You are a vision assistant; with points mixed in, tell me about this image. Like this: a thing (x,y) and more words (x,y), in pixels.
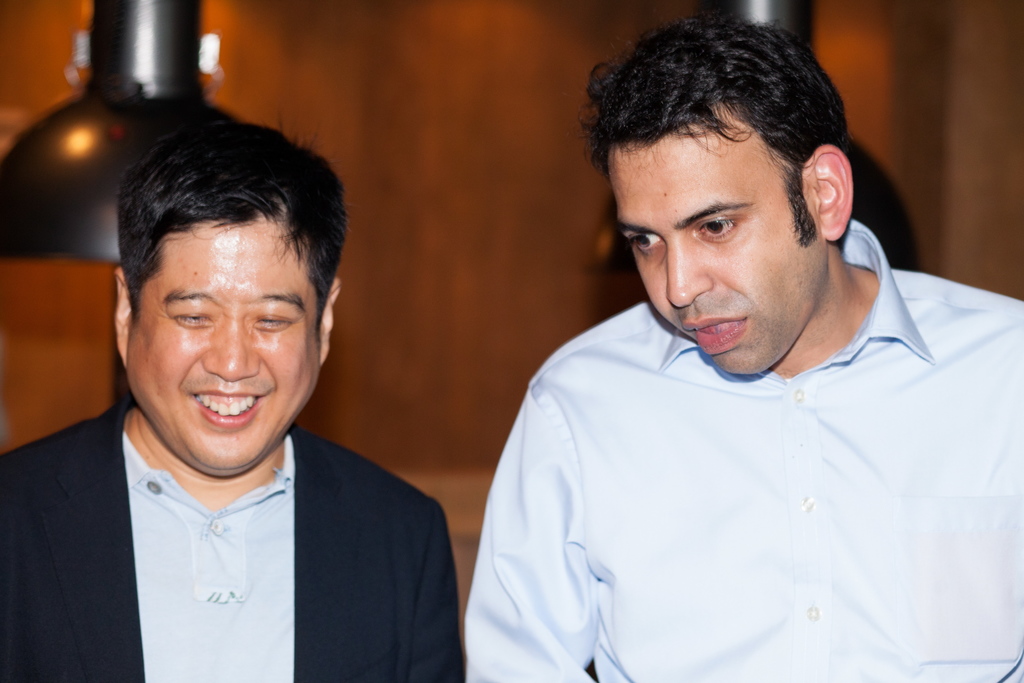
In the image we can see two men (616,491) wearing clothes (561,519) and the left side man (199,567) is smiling, and the background (446,211) is blurred.
